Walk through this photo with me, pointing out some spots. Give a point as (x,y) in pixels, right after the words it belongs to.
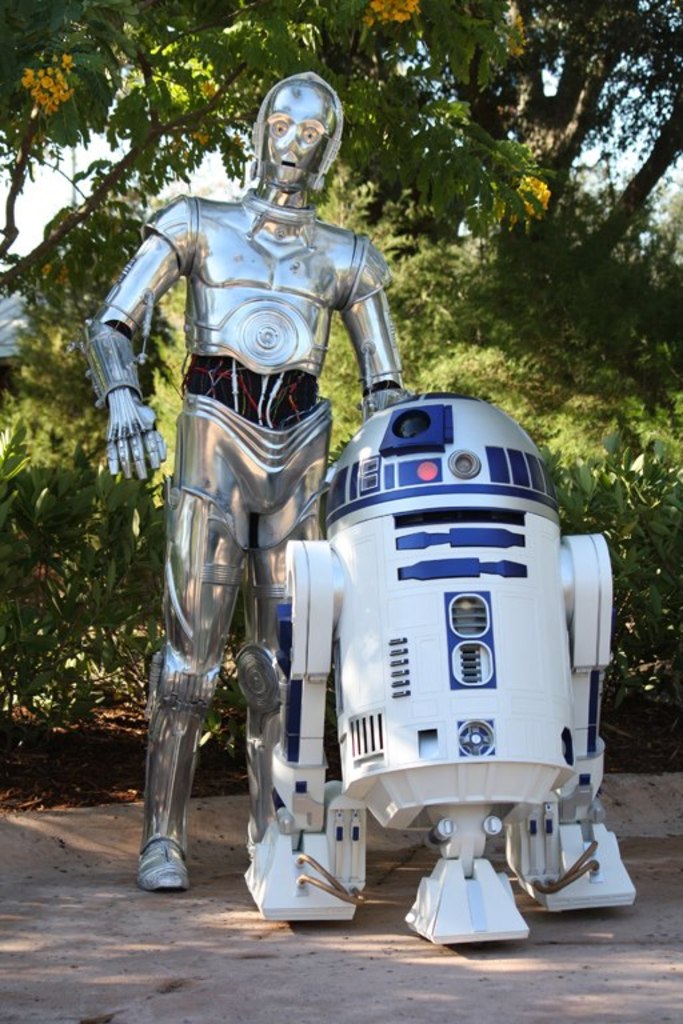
In this picture we can see a robot (299,264) and this is another robot (450,560) they are on a land (462,962) and in the background (356,119) we can see trees (139,98).
